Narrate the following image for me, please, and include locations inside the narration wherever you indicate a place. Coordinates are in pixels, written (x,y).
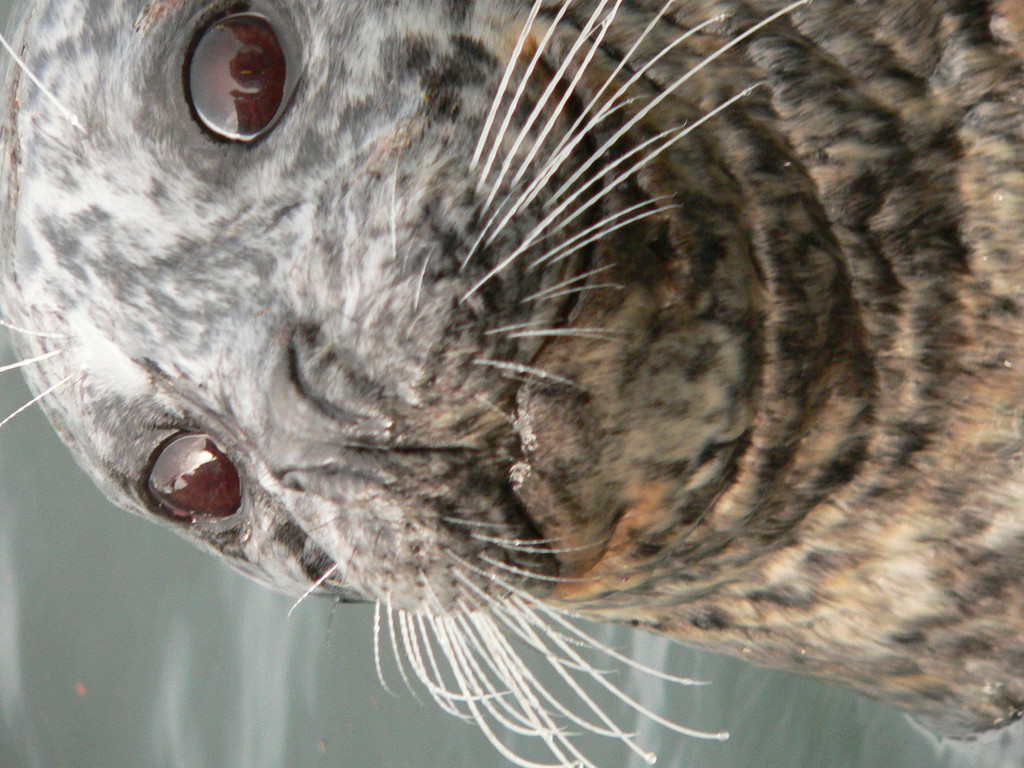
In the image we can see there is a seal (425,248) in the water (384,672).
